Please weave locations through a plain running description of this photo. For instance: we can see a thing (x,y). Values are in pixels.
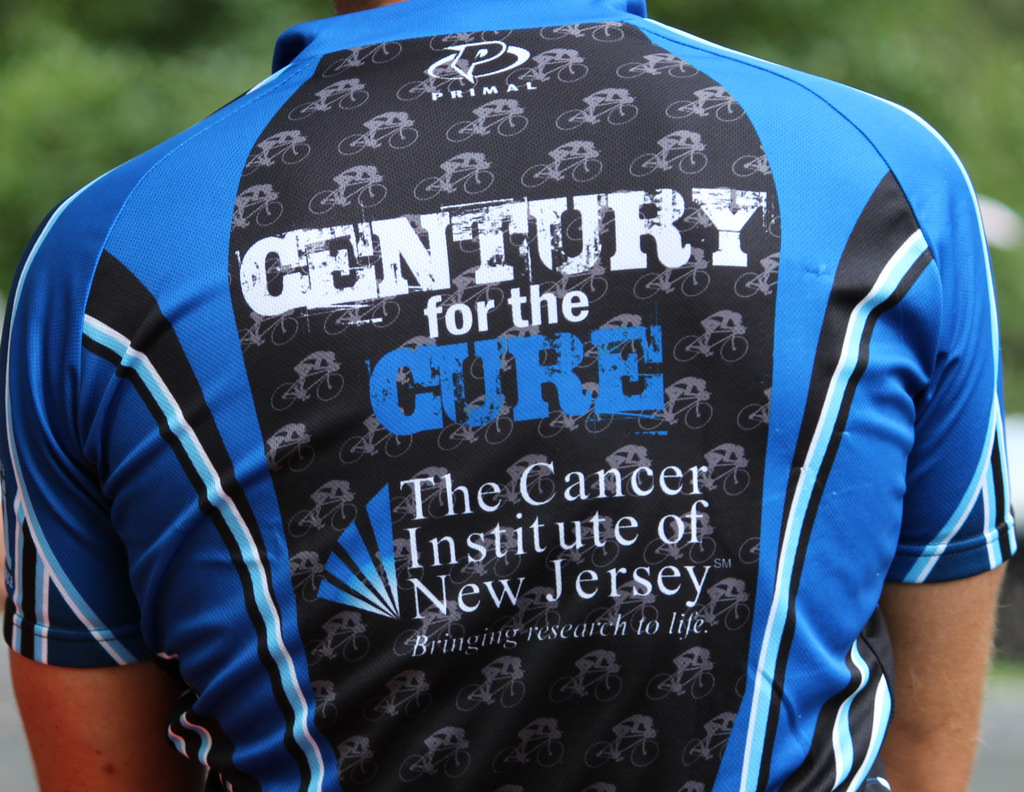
In this image I see a person (266,464) who is wearing t-shirt (601,140) which is of blue, black and white in color and I see something is written over here and I see that it is totally green in the background (889,83).
